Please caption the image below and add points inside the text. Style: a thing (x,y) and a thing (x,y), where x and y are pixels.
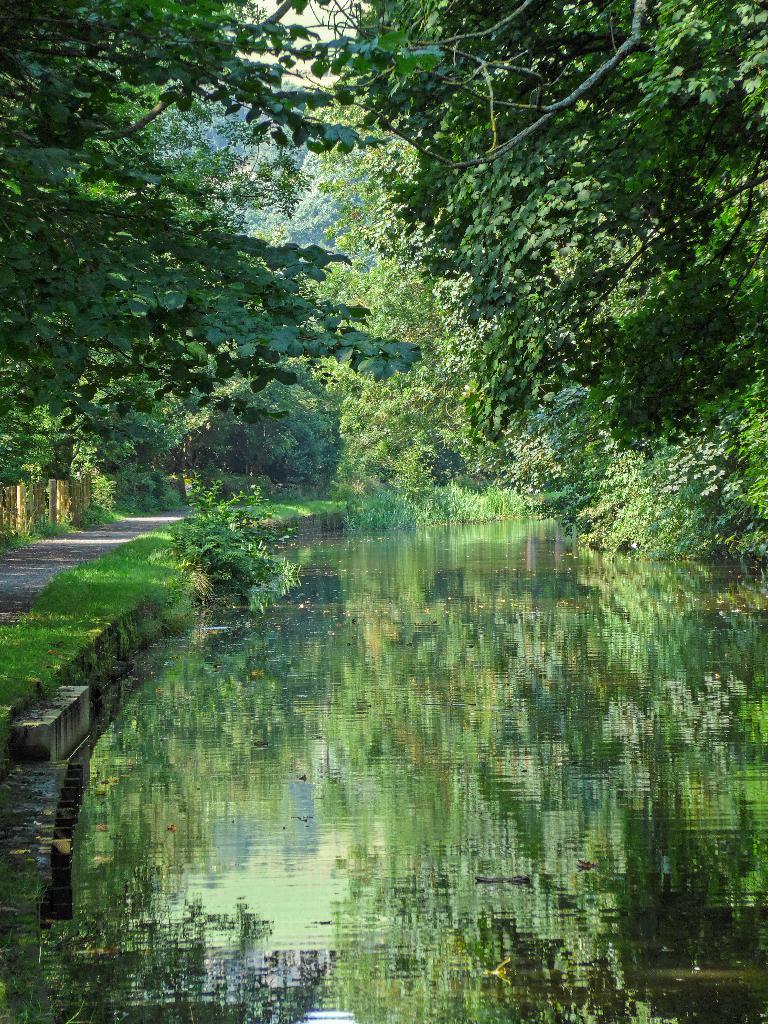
At the bottom of the image (402,876) there is a river (256,745). On the left side (81,541) there is a road (48,580). Beside the road (37,585), I can see the grass (87,595) and some poles (59,497). In the background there are many trees (225,326).
